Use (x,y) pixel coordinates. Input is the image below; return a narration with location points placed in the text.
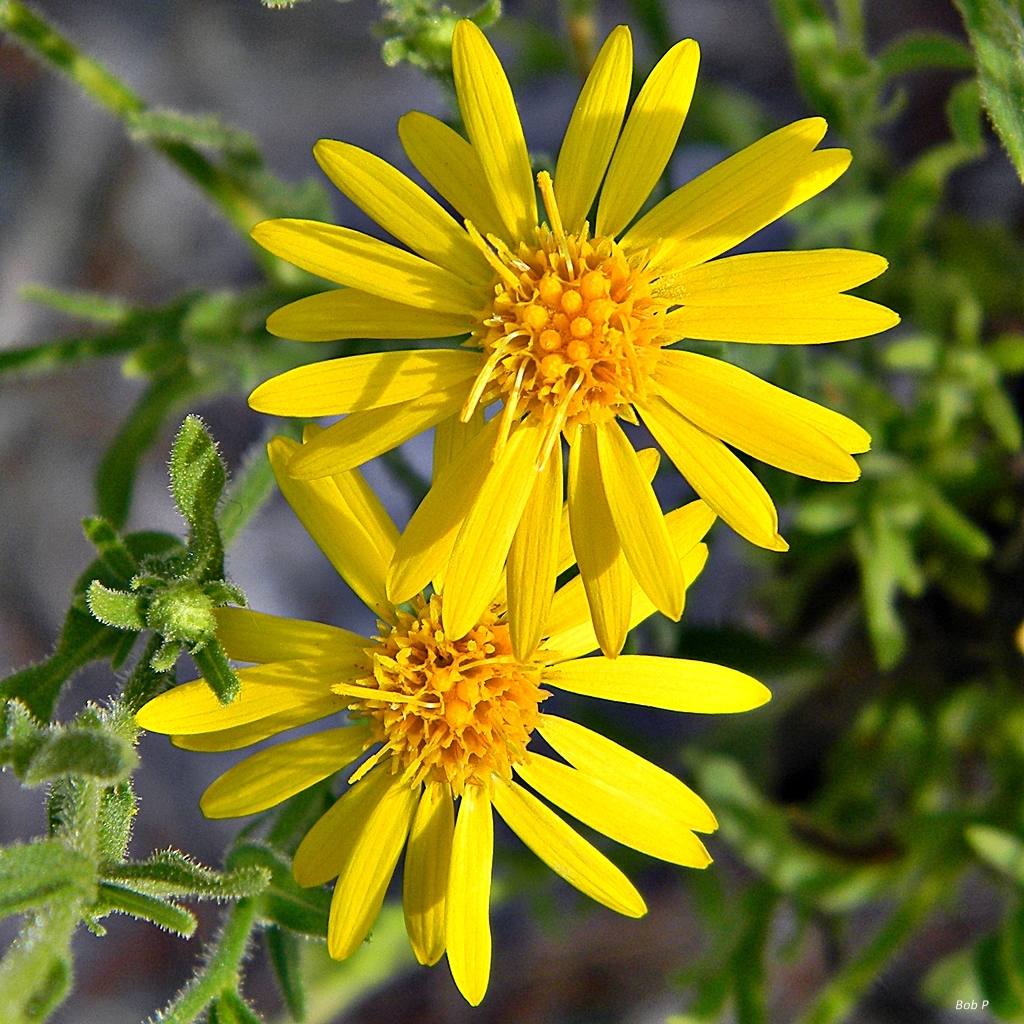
There are plants (865,198) truncated towards the right of the image (886,420), there are plants (117,466) truncated towards the left of the image (131,462), there are flowers (474,416), the background of the image (307,67) is blurred.
